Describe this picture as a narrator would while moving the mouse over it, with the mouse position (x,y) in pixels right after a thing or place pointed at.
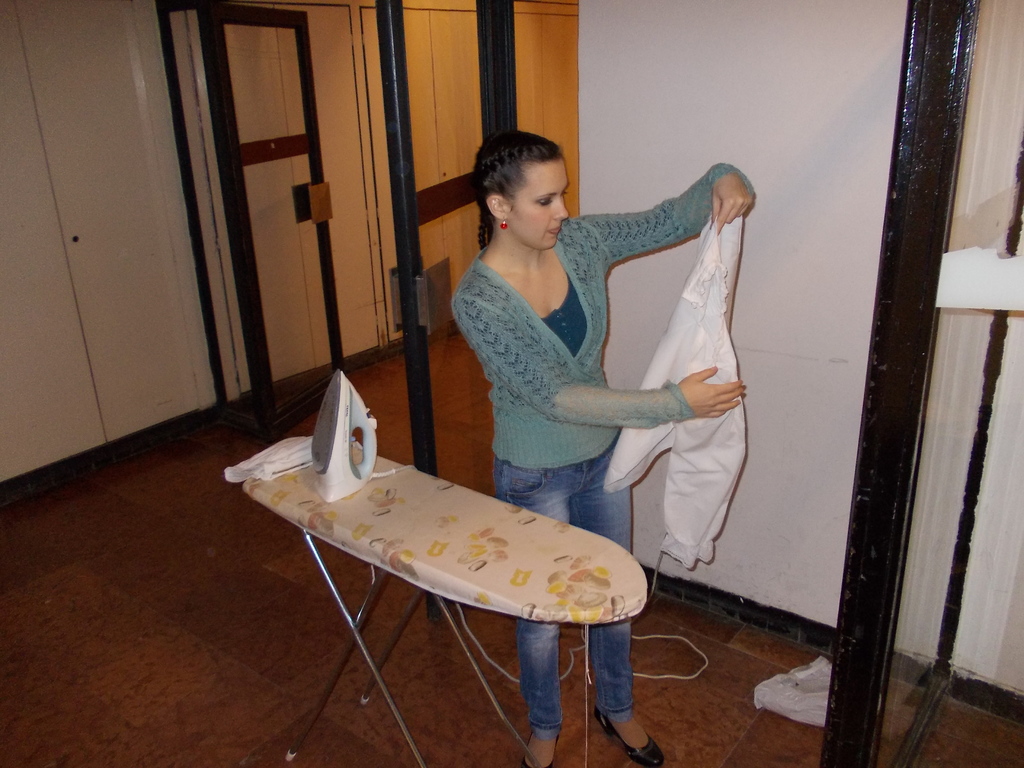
On the background (768,116) we can see a wall (712,100), door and a cupboard (158,285). Here we can see a woman (544,136) holding a shirt (713,341) in her hands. On the table (435,555) we can see iron box (333,497). This is a floor (248,723).
